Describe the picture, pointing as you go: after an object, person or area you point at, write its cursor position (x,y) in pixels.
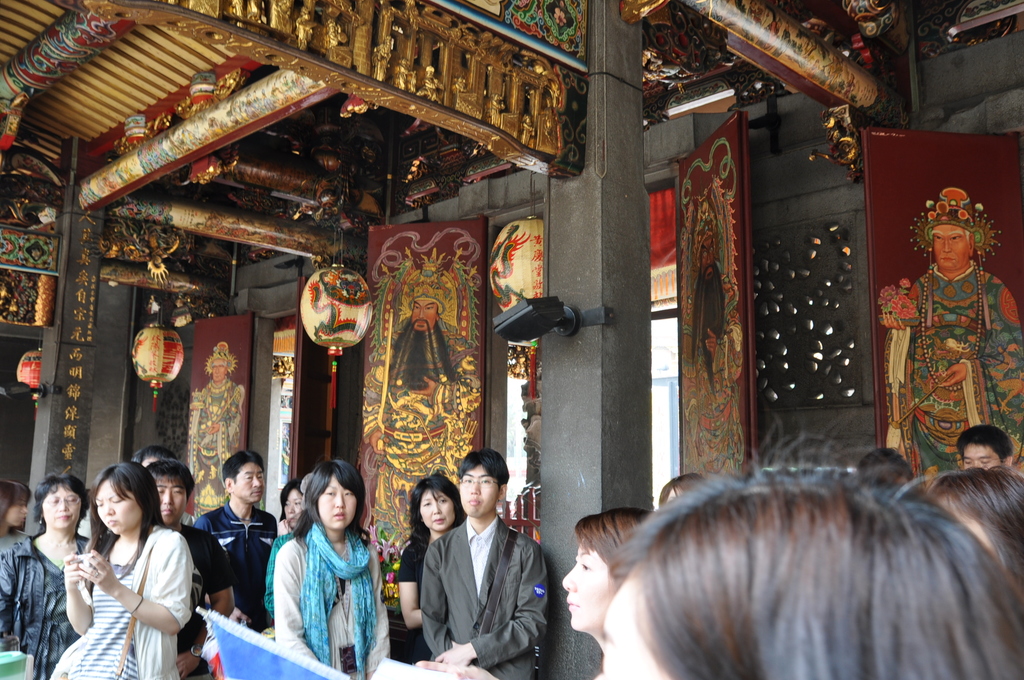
In this picture there is a Buddhist temple (426,300) with golden decorations (431,117). In the front (333,479) bottom side there is a group (463,520) of men (510,627) and women (322,616) standing and looking to the side.
